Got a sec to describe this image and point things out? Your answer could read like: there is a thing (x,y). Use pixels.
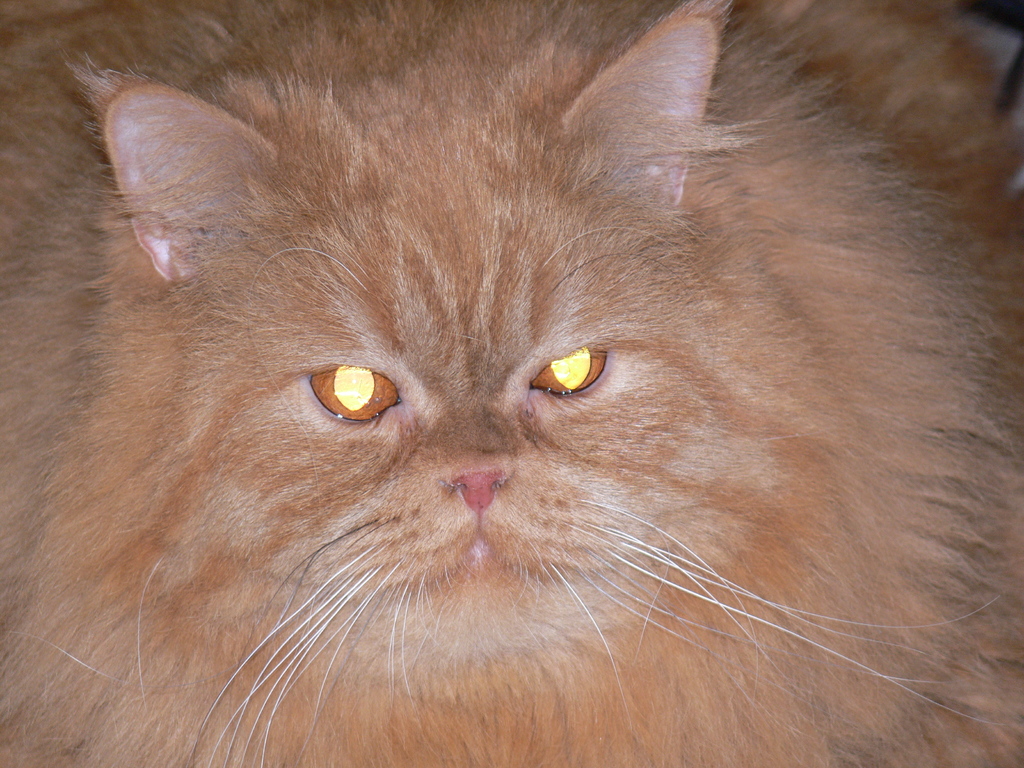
In this image I can see a cat (400,712).
